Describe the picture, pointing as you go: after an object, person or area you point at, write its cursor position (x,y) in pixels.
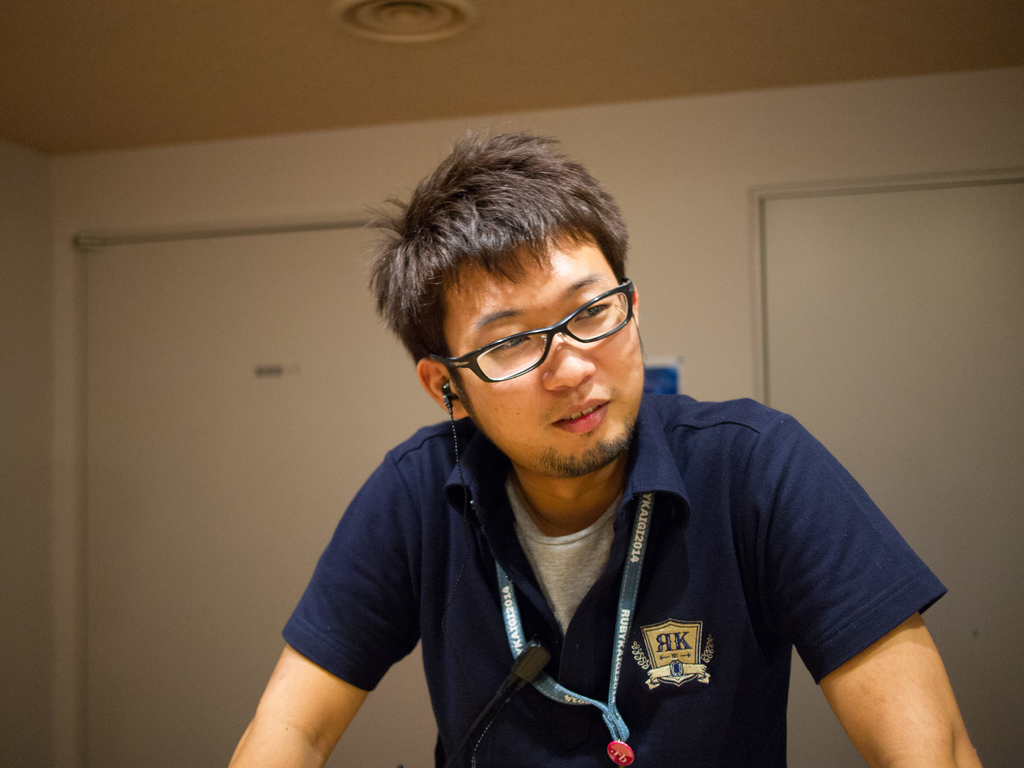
In this image there is a person (464,305). In front of him there is a mike (467,735). Behind him there is a wall (121,193). On top of the image (439,6) there is a light (384,30).
